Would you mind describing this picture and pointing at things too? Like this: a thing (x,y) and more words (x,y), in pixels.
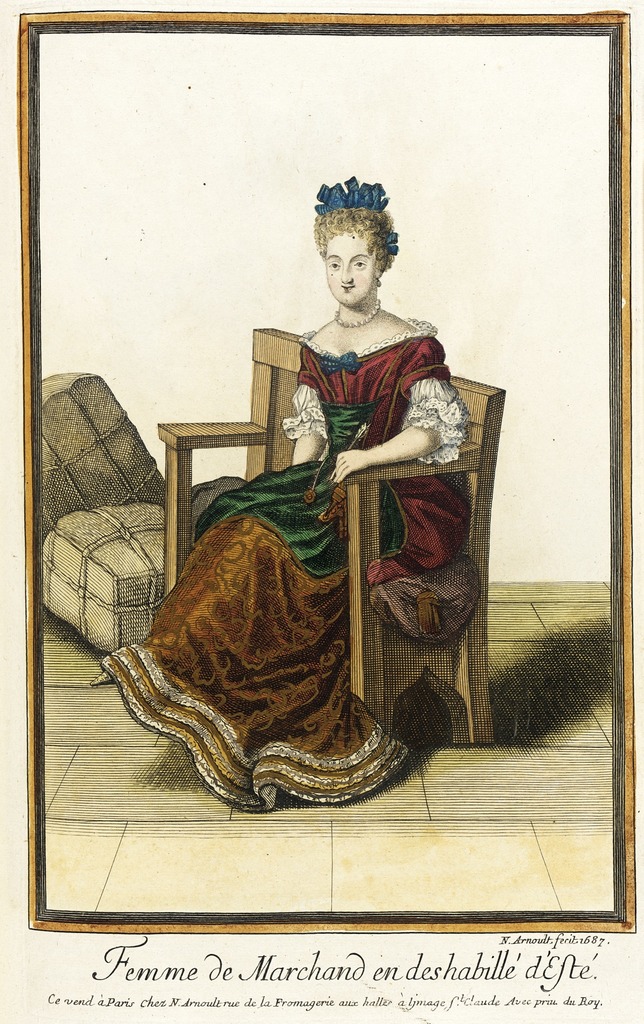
In this picture we can see a drawing photo frame (356,476) of the woman (362,401) wearing red and brown dress (265,618) sitting on the chair (391,626) and giving a pose into the camera. In the front (296,955) bottom side there is a small quote (418,961) on the image.
